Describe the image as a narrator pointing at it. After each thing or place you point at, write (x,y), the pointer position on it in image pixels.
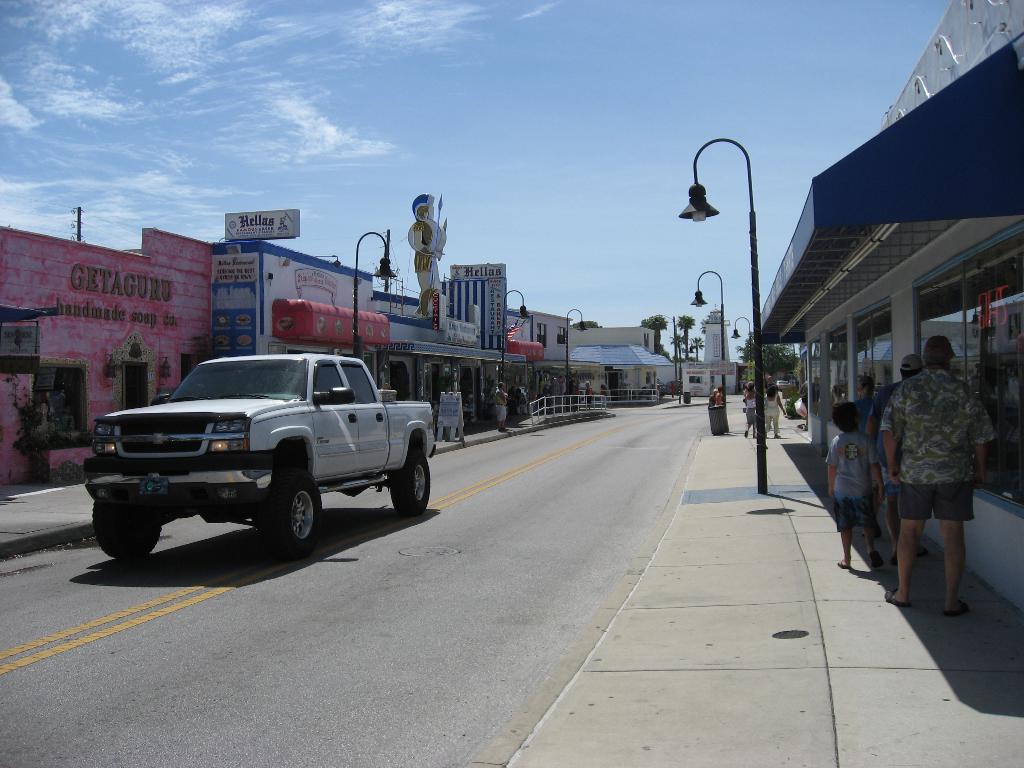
In this picture I can see the road (526,523) in front (485,478), on which there is a car (431,409) and on the right side of this picture (844,454) I can see the footpath (771,469) on which there are few people (846,435) and on the both sides of this picture I can see the light poles (760,426) and number of buildings (710,337). In the background (516,204) I can see the sky (563,217) and few trees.
